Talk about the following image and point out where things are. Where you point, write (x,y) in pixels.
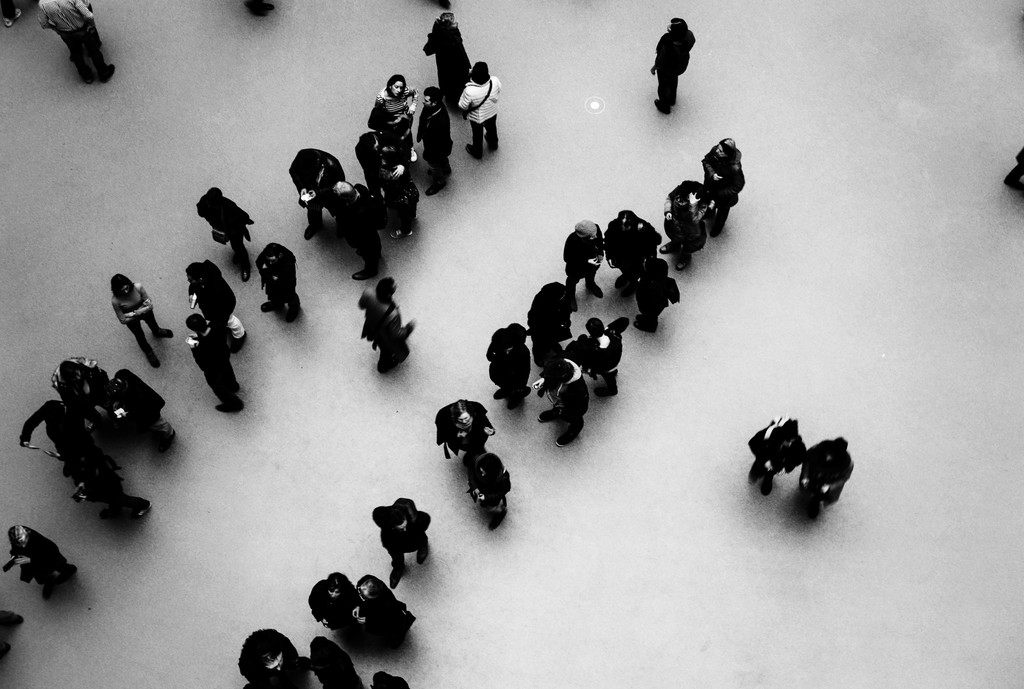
In this picture I can observe some people (656,267) standing on the floor (272,169). This is a black and white image. There are men (91,30) and women (443,431) in this picture.
